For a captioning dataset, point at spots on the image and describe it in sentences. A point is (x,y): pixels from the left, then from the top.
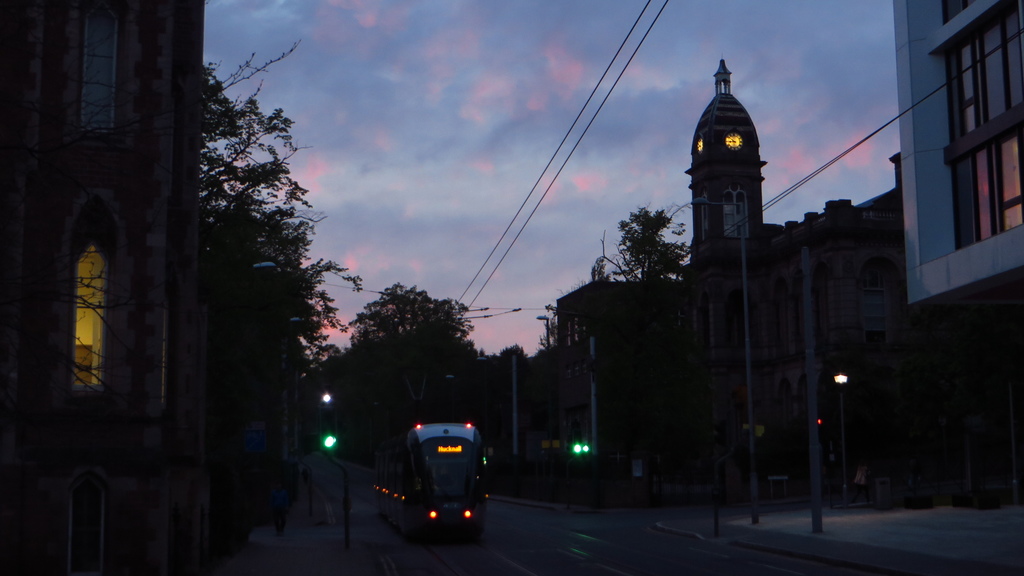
In the foreground of this image (440,521), there is a street running train (417,516) on the track (447,559). On the left (241,456), there are buildings (78,472), trees (274,387) and a pole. On the right (872,314), there are poles (747,442), trees (675,332), buildings (1012,251) and the cables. On the top (481,58), there is the sky (454,73) and the cloud (380,158).
